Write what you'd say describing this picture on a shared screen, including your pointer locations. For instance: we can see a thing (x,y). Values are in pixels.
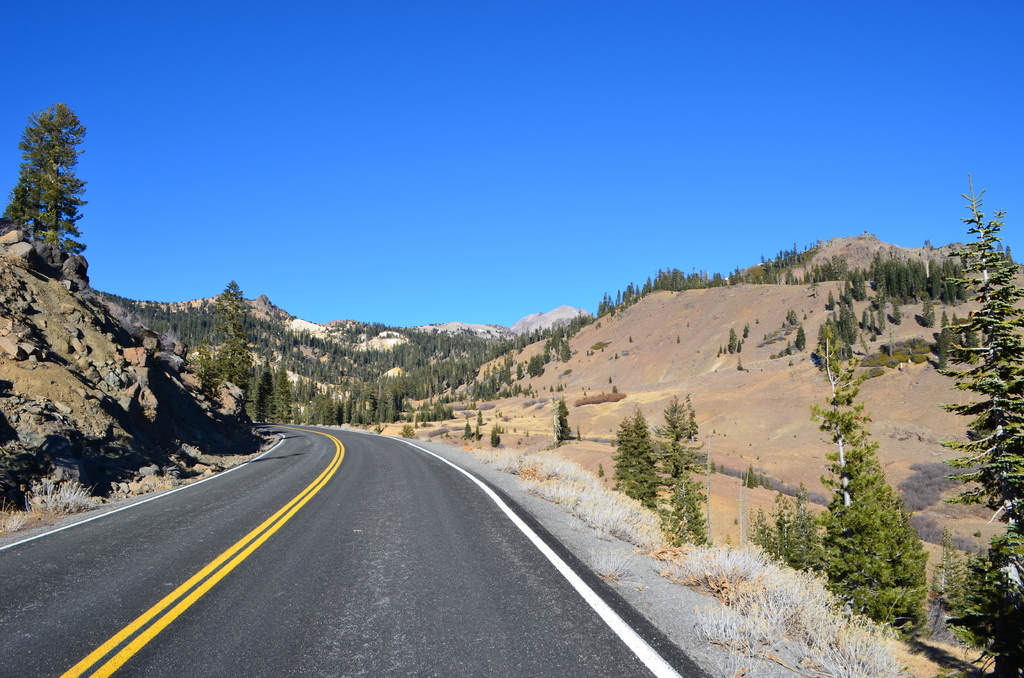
In this image there is a road (350,503), trees (522,366), mountains (717,292), plants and the sky (462,236).
